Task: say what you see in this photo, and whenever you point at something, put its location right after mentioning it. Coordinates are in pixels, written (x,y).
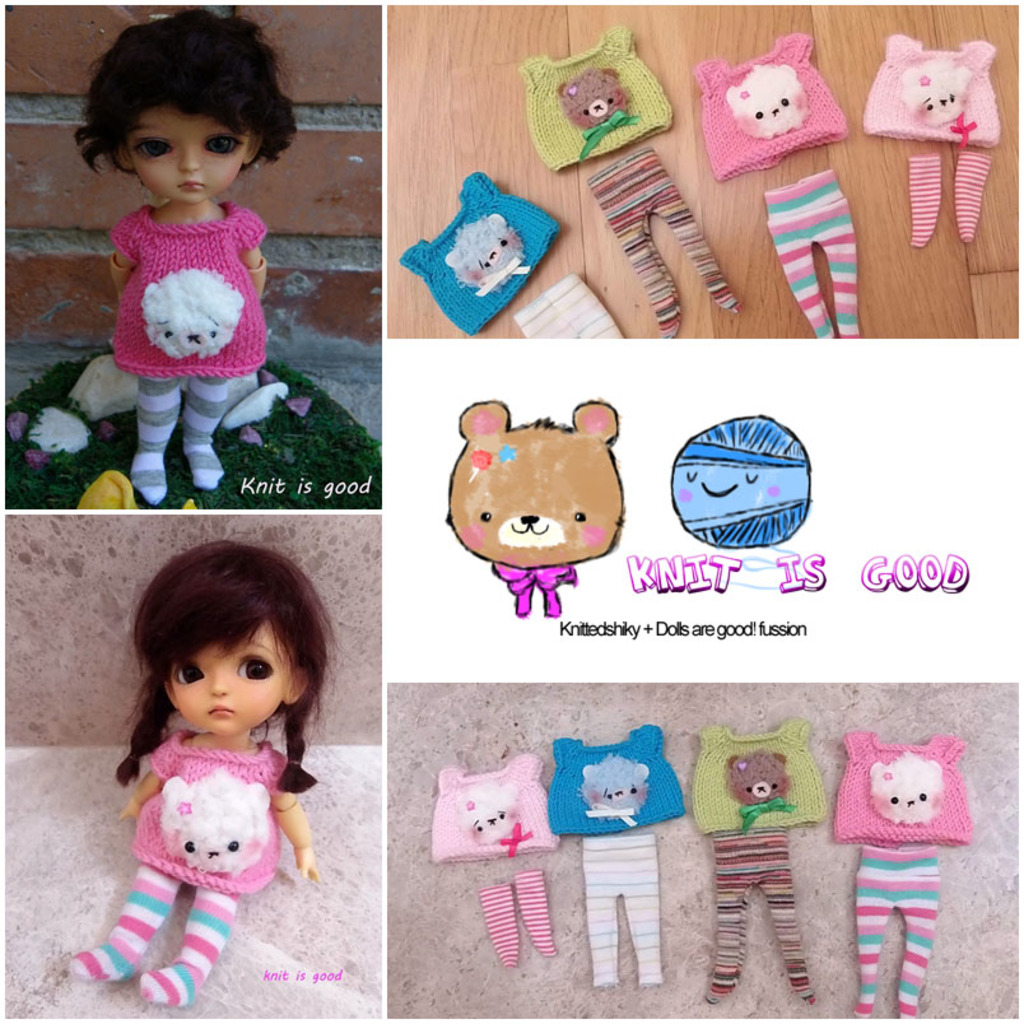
This is collage picture, in these pictures we can see dolls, clothes (612,755), grass (280,377) and some text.
